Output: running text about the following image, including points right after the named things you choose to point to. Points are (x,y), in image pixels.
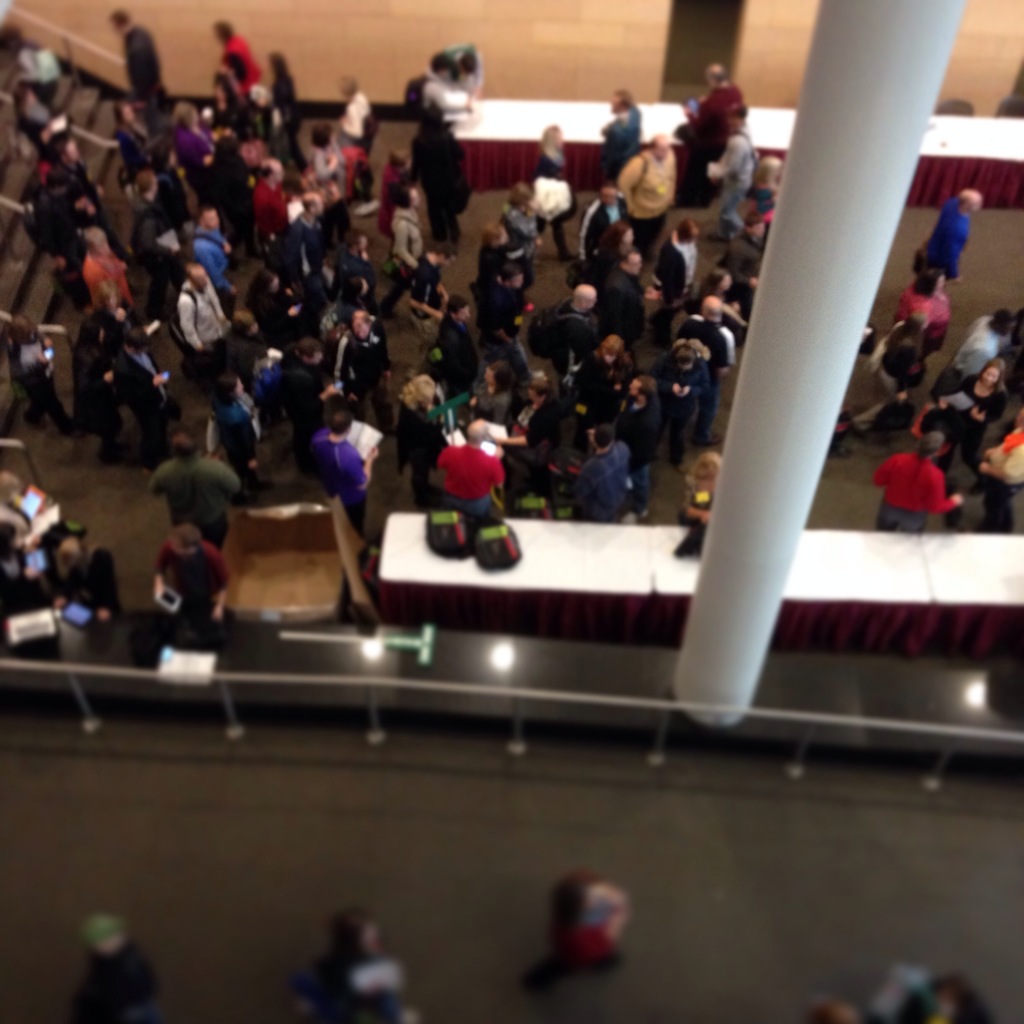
In this image, we can see some people (239,190) walking, there is a white pillar (802,436), we can see two tables (1006,574) and there are some stairs (7,177) on the left side (39,307).
